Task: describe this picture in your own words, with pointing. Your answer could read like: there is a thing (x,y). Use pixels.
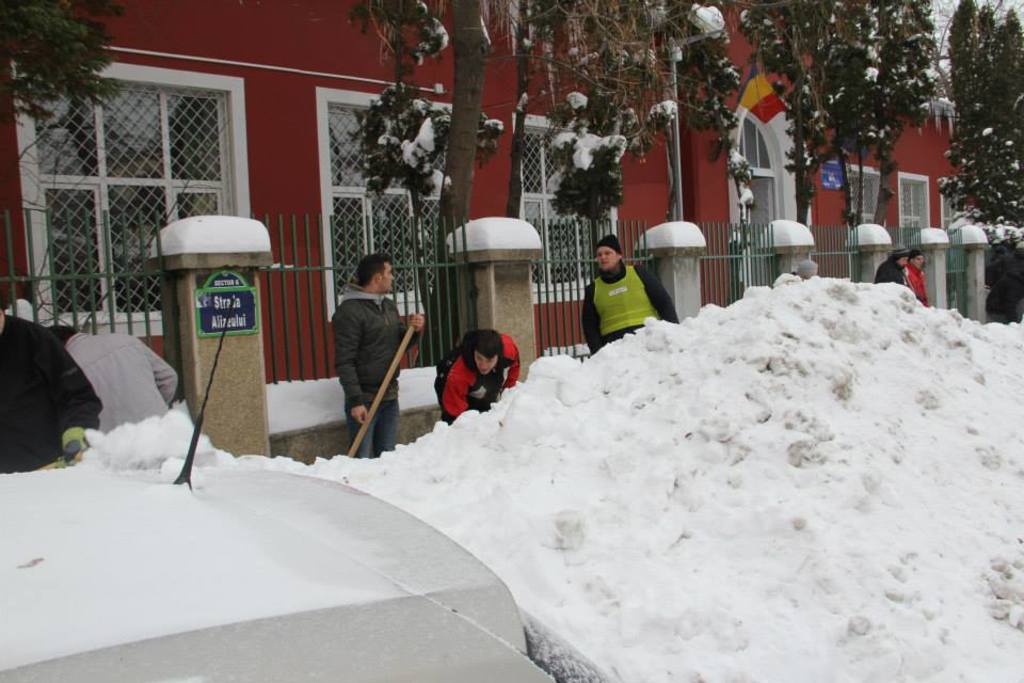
In this image I can see a car (346,541) and snow (616,666) in the front (524,462). In the background (454,387) I can see few people (13,427), railing (891,237), number of trees (396,153), a red colour building (343,115) and a flag (776,103). On the both side of this image I can see two boards (831,171).
